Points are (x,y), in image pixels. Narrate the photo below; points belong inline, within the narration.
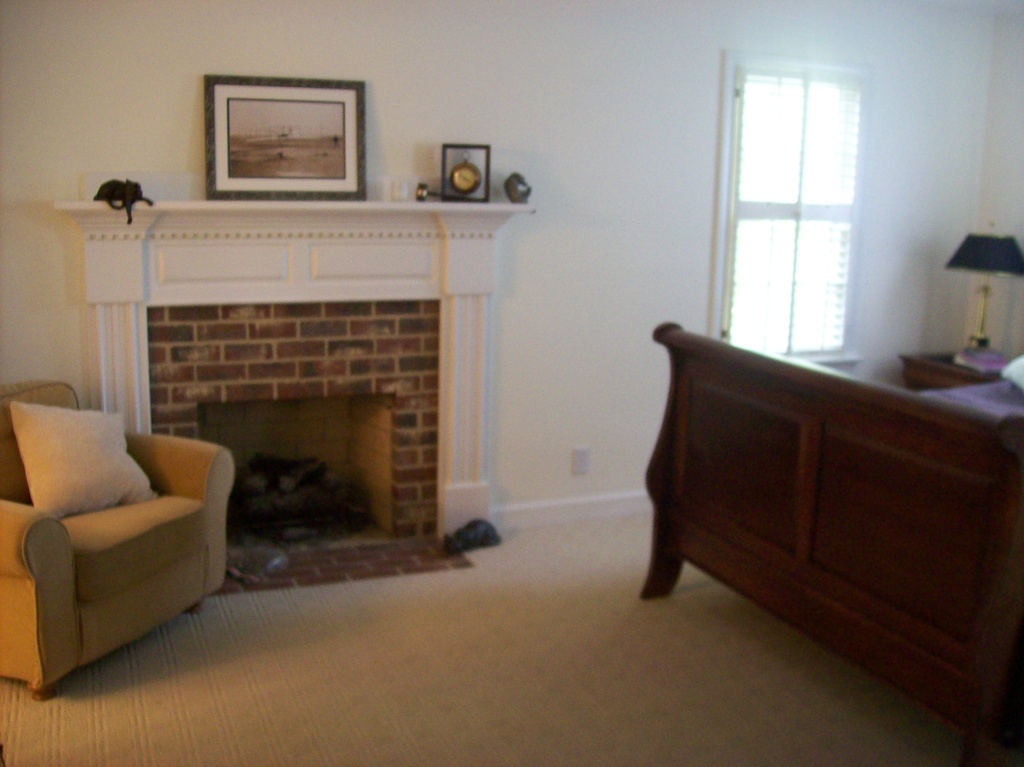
In this picture there is a couch (147,593) with a pillow (131,487) on it. Beside it there is a fire place (305,444), on the top of it there is a photo frame (314,102) and onto the right we have a bed (1016,405), lamp (983,315) and a window (830,325).
